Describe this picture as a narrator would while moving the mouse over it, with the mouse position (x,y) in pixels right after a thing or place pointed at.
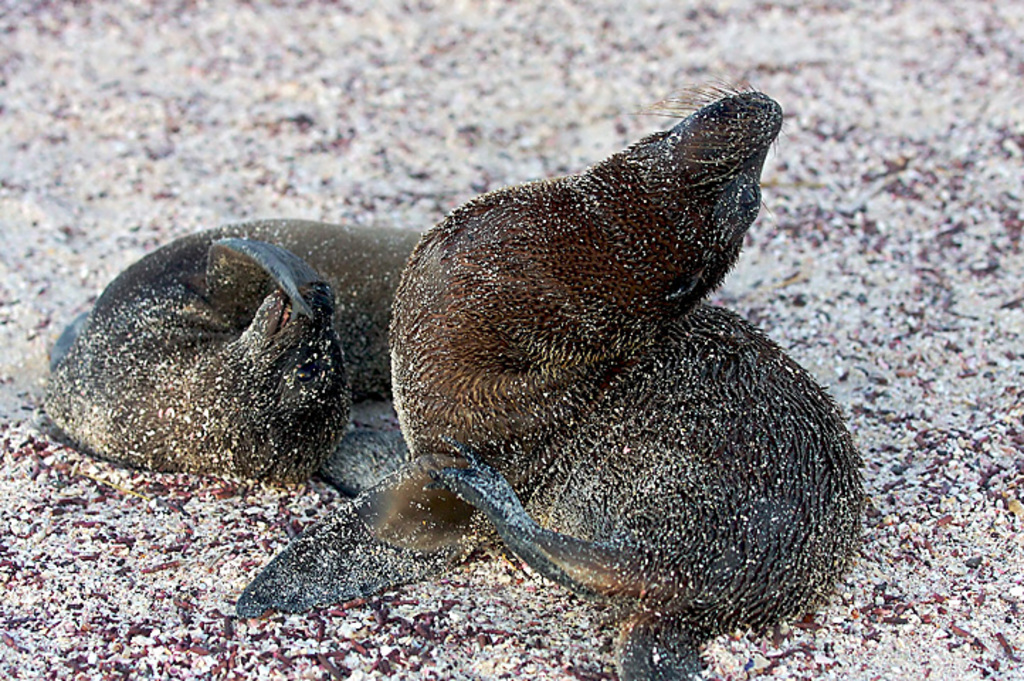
In this picture we can see two animals (336,238) and some objects (914,591) on a surface (200,587).
